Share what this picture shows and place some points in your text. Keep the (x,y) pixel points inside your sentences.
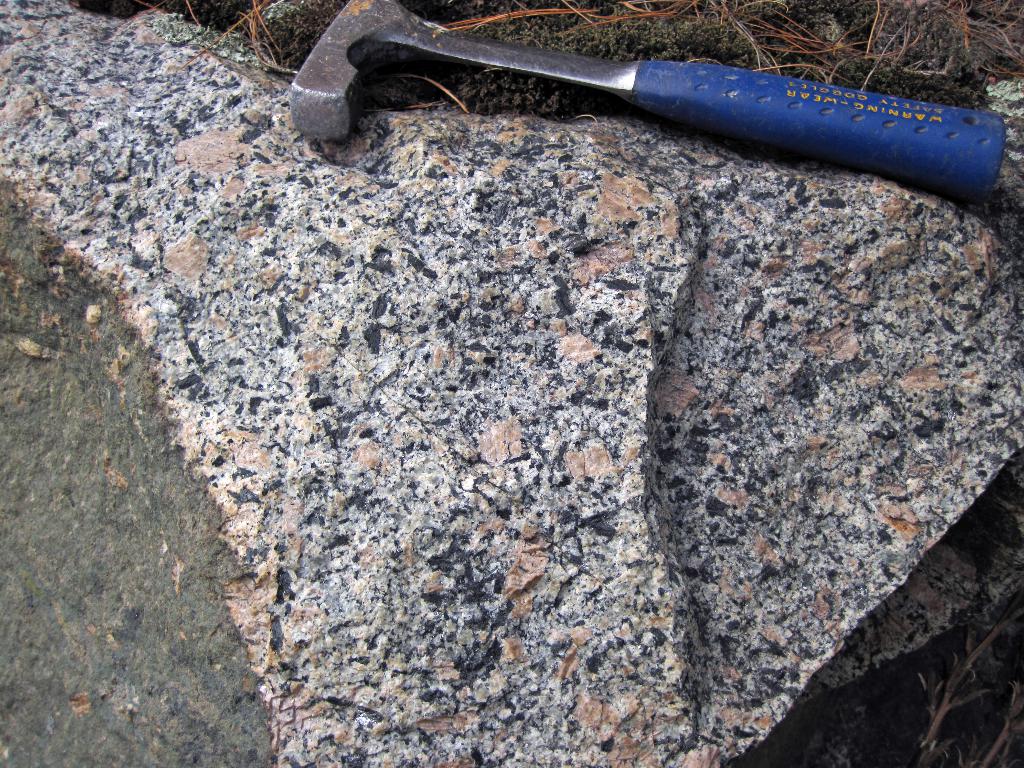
In this picture we can see a hammer (945,128) on rocks (148,445) and in the background (901,46) we can see grass (901,87).
